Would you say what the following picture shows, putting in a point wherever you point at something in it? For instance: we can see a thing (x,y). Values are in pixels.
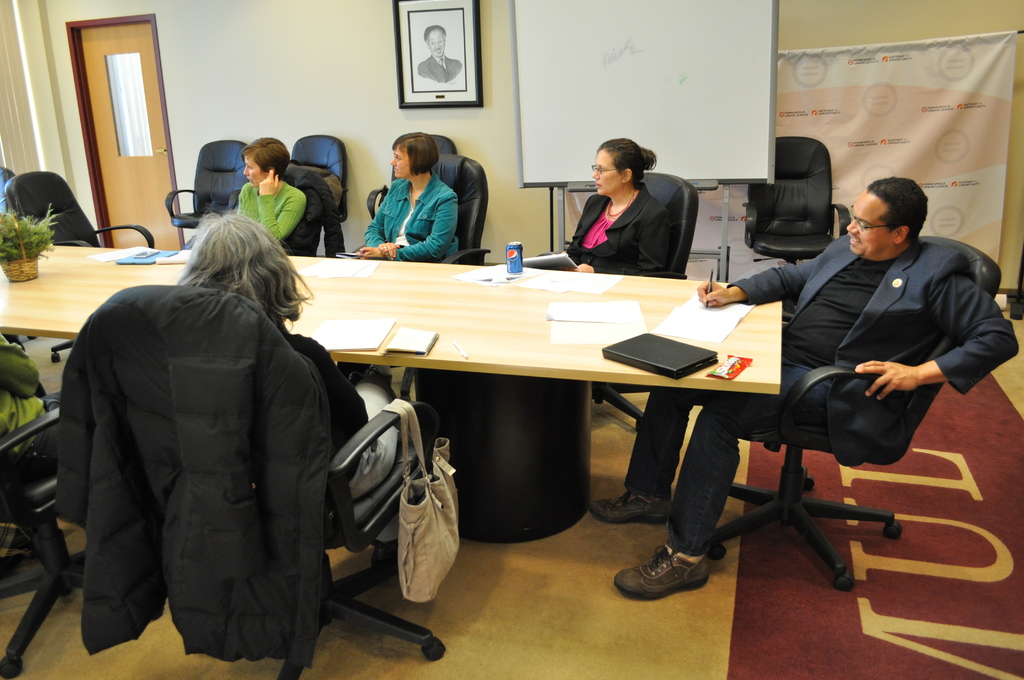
In the image we can see there are people (252,292) who are sitting on chair (811,237), the chairs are in black colour and on the wall (320,100) there is a photo frame (472,87) and notice board (717,90) and on table (60,256) there is basket (17,265) in which there are plants (6,248). There is laptop (658,357) and cold drink can (512,272).
